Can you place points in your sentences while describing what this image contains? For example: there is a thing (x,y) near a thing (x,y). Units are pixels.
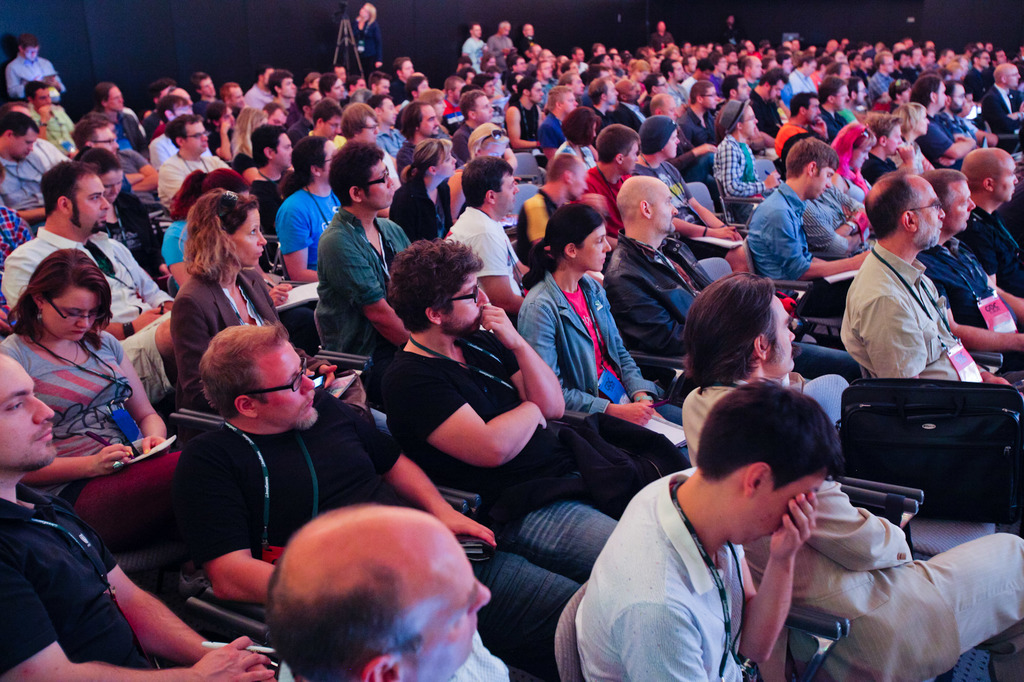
In this picture I can observe some people (534,305) sitting in the chairs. There are men (411,289) and women (198,202) in this picture. Some of them are wearing spectacles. In the background (342,58) I can observe a tripod stand (342,34) and a wall (328,31).
